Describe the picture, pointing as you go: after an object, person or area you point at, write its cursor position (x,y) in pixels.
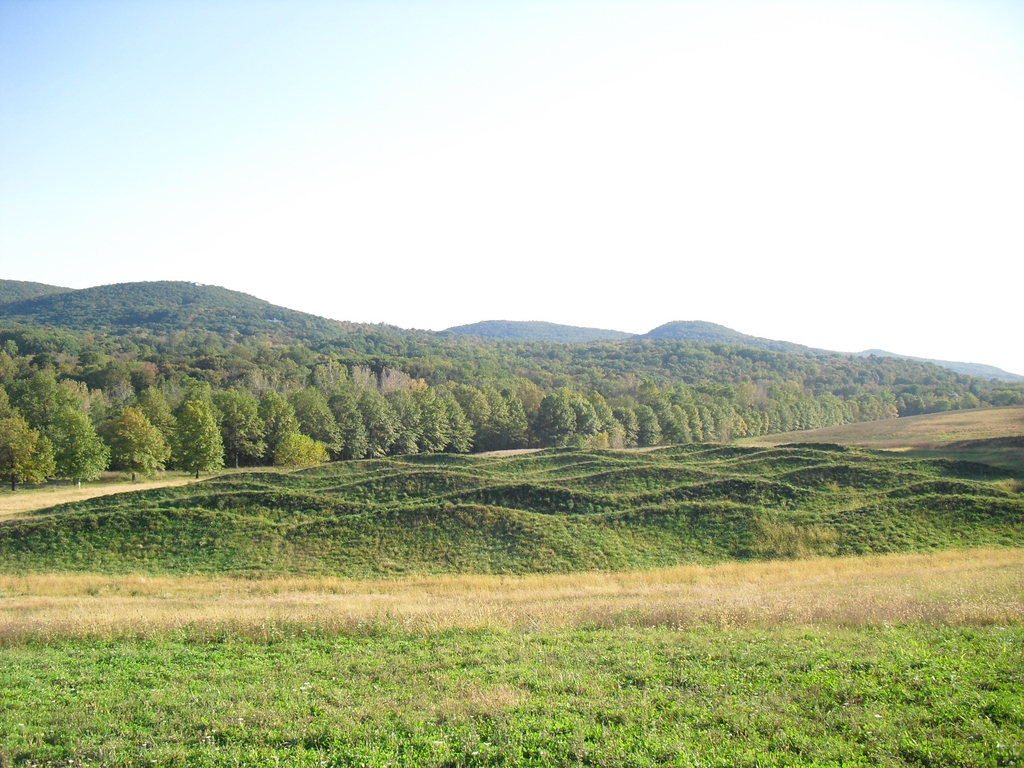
In this image we can see sky (487,169) with clouds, hills (217,315), trees (742,357), grass (406,562) and ground (132,483).
